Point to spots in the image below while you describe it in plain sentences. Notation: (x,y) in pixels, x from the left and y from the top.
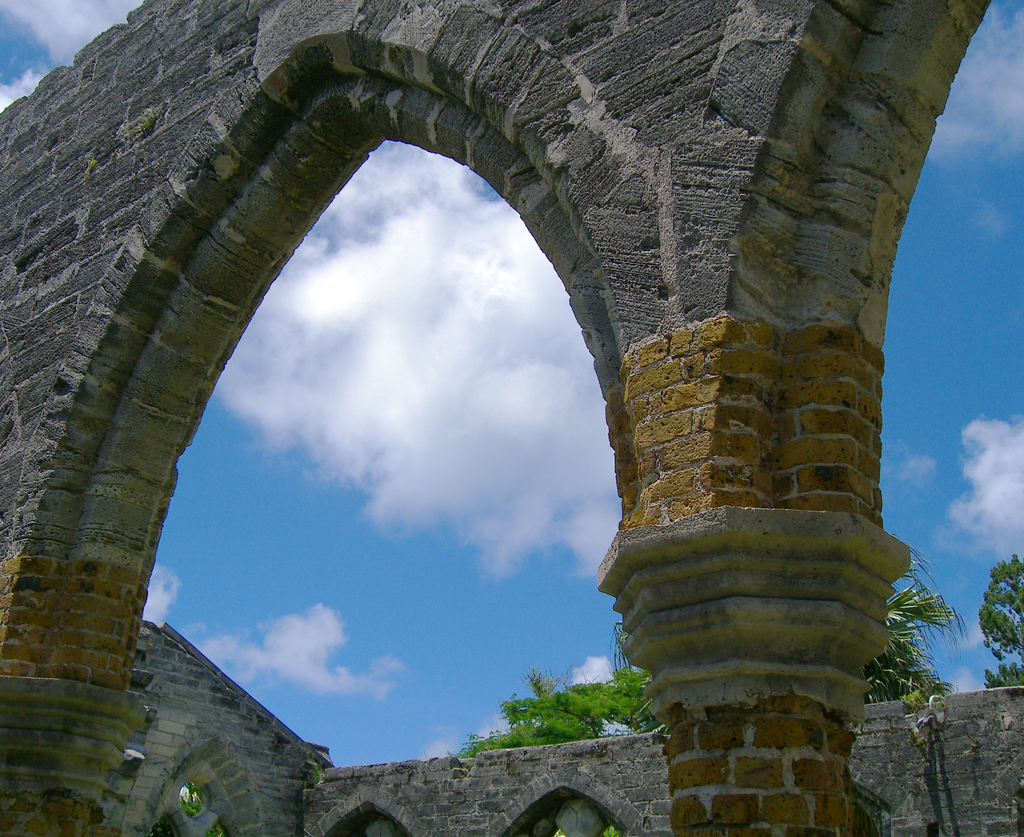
In this image there is the sky (349,510), there are clouds (428,412) in the sky (412,324), there is a wall (270,188), there are pillars (774,738) towards the bottom of the image (764,800), there are trees (912,619).
